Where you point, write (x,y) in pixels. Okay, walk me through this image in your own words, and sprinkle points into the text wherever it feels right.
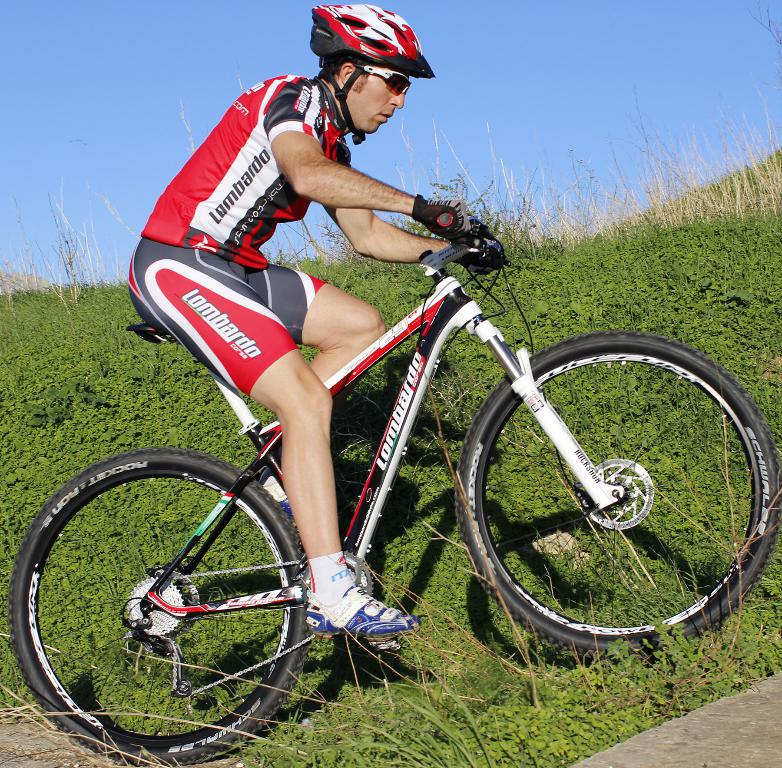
In the picture we can see a man (412,250) riding a bicycle (396,449) on the plant surface (513,242) and he is wearing sports wear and a helmet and in the background (475,56) we can see a sky (457,65).
